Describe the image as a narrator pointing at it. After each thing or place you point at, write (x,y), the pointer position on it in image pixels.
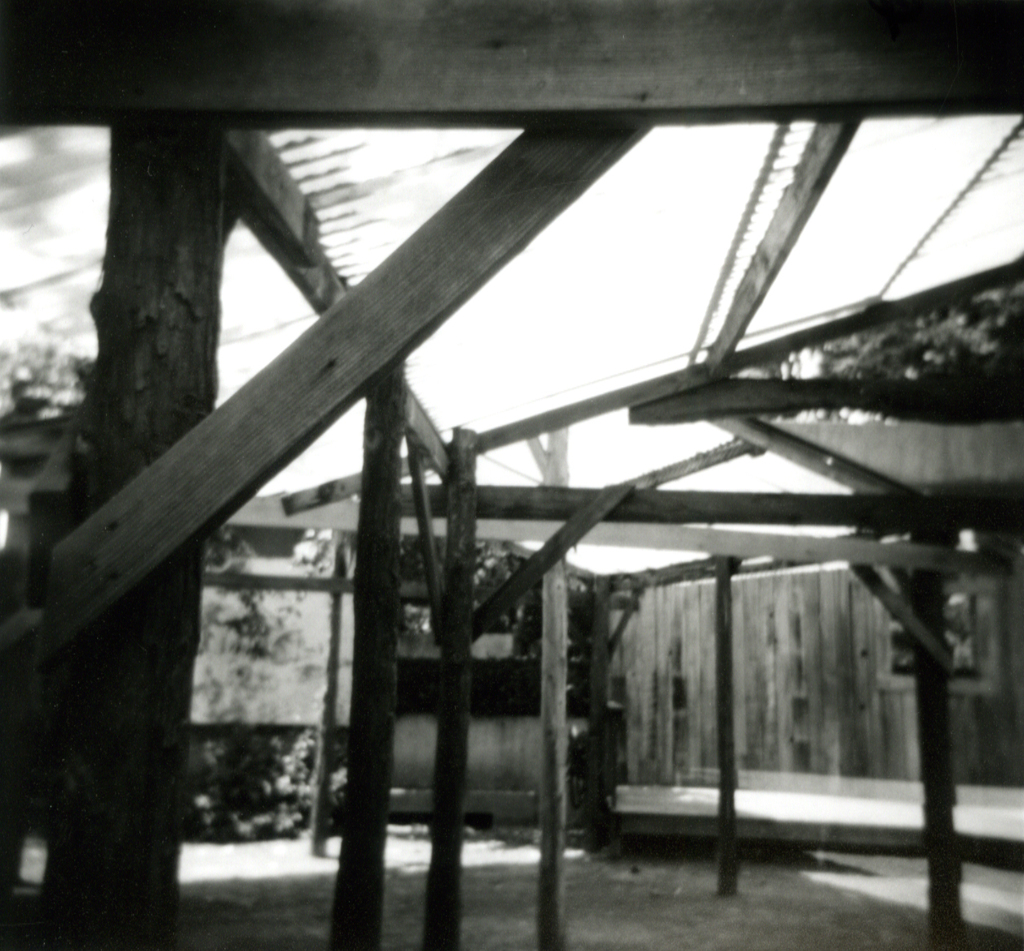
In this image we can see few wooden sticks (394,633), shed (558,494) and there are few plants (276,797) and trees (911,379) in the background (861,356).
